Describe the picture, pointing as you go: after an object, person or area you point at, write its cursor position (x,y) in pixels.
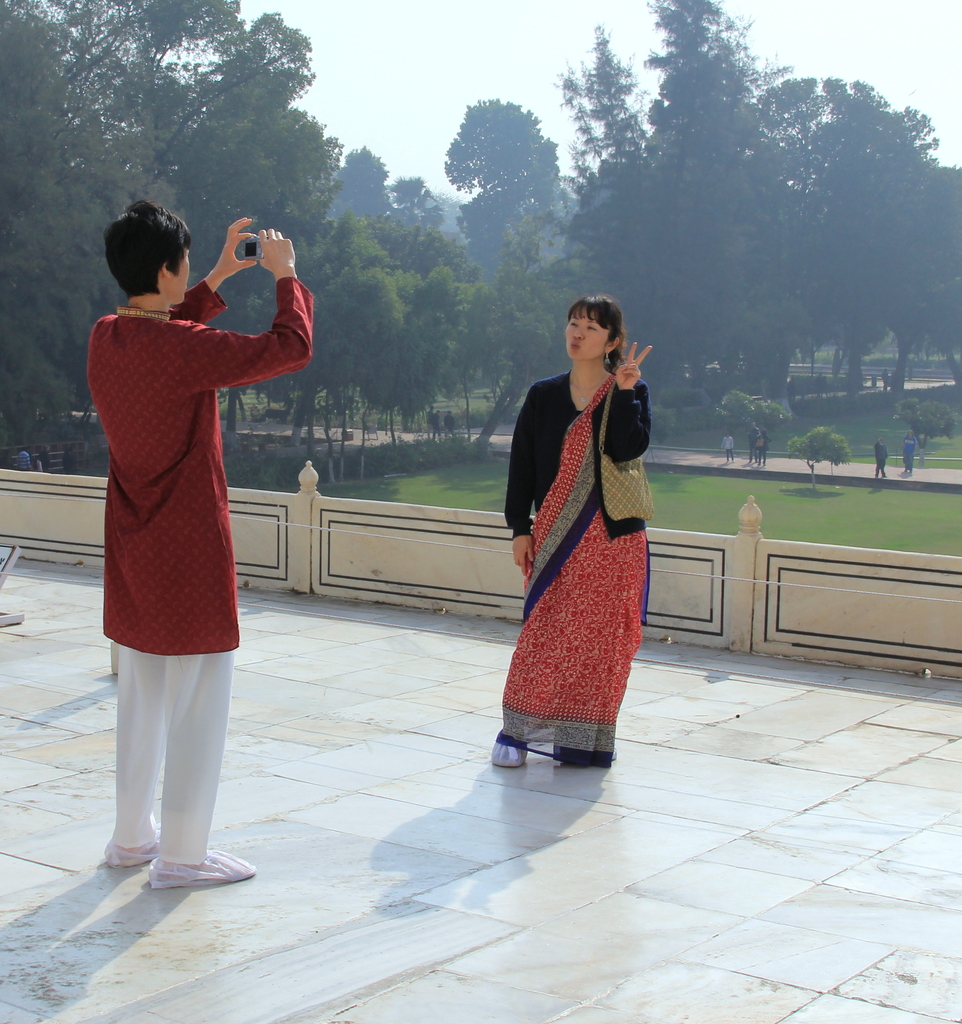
On the left side of the image (145,209) a person (180,222) is standing and holding a camera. In the middle of the image (557,404) a woman (594,314) is standing and giving pose. Behind her there is fencing (60,473). Behind the fencing (942,636) there are some trees (314,411) and plants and grass (927,516) and few people (912,433) are walking. At the top of the image (956,103) there is sky (271,2).
